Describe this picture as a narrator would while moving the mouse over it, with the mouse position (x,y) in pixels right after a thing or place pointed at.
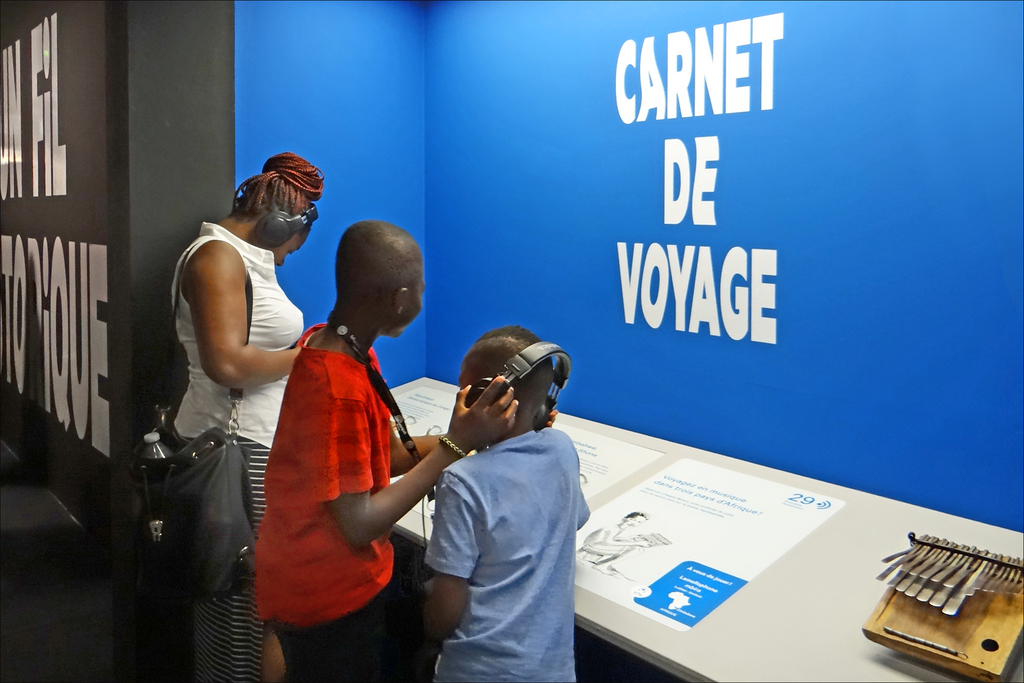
In this image we can see few people (511,619) standing on the floor (69,591), there is a wall (616,366) with text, a woman (257,287) is wearing a handbag (217,441) and headphone (296,220) and other person (507,399) is holding a headphone (555,390) and there is a table (601,494) in front of the person (356,495), there is a poster (694,521) with text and images (624,540) on the table (729,521) and an object (940,588) on the right side (941,588).
